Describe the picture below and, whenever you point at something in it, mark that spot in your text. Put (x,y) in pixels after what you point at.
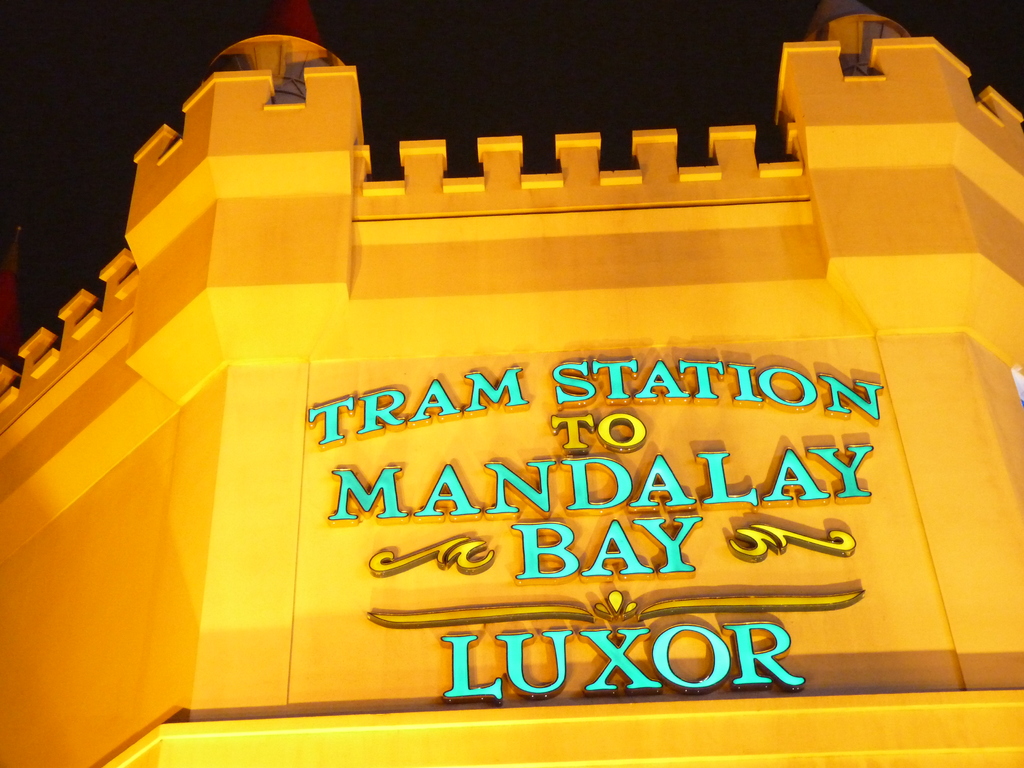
In this image there is a building (536,460), on the building (637,481) there is some text (613,656). The background (656,25) is dark.
